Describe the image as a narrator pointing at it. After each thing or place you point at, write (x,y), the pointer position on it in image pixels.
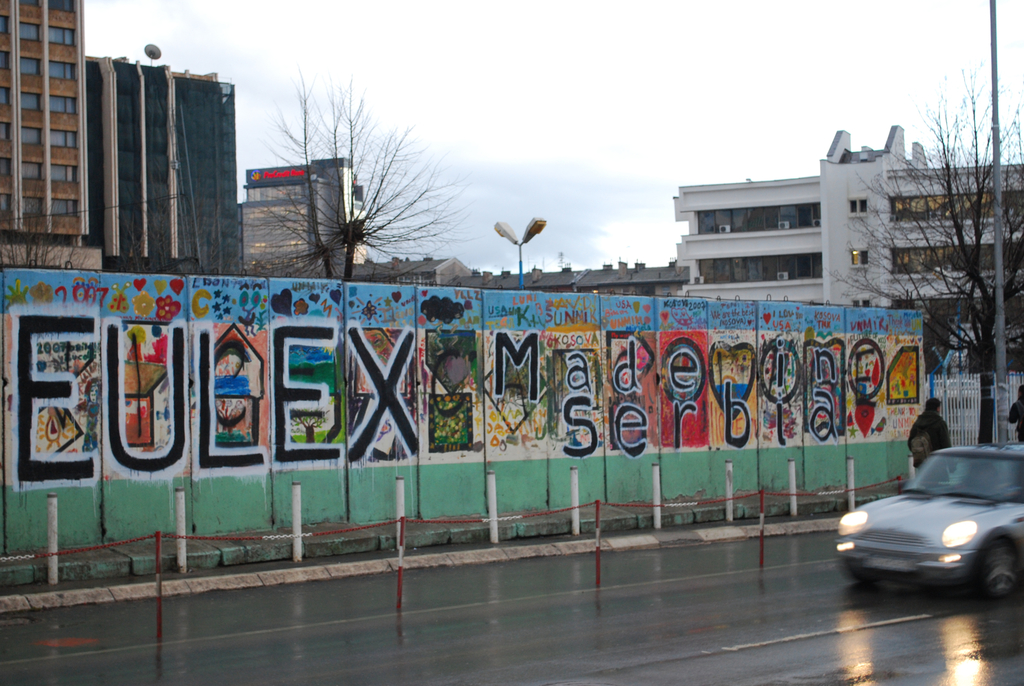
In this image I can see the road (407,627). On the road (498,623) there is a car (928,572). Beside the road (606,571) there is a board (425,420). In the background (154,223) I can see the buildings (273,230), trees (380,234) and poles (521,258). On the top of the image (646,94) I can see the sky (593,109). Beside this car (935,460) there is a person (931,435).
